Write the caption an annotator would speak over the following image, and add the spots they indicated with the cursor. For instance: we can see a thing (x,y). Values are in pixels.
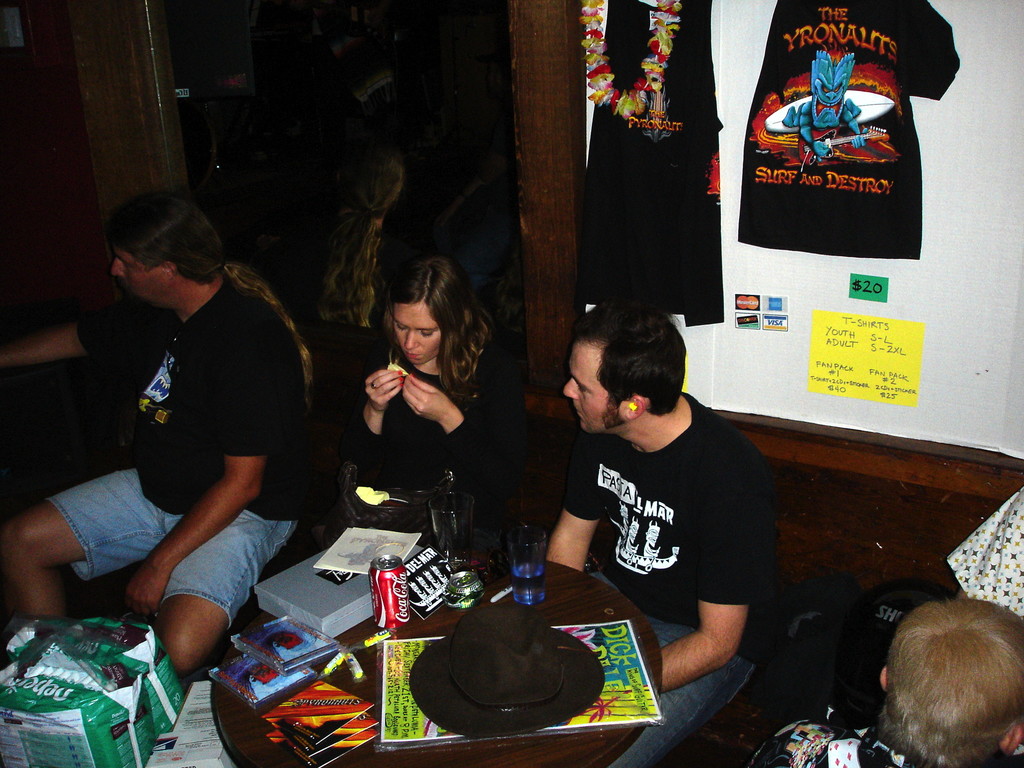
In this image I can see few people (395,472) are sitting and I can see all of them are wearing black dress (302,466). Here I can see a table (577,576) and on it I can see few glasses (533,590), a brown hat (516,632) and few other stuffs (347,721). In background (589,202) I can see few black colour dresses (677,223) and here on this yellow colour paper (862,328) I can see something is written.
